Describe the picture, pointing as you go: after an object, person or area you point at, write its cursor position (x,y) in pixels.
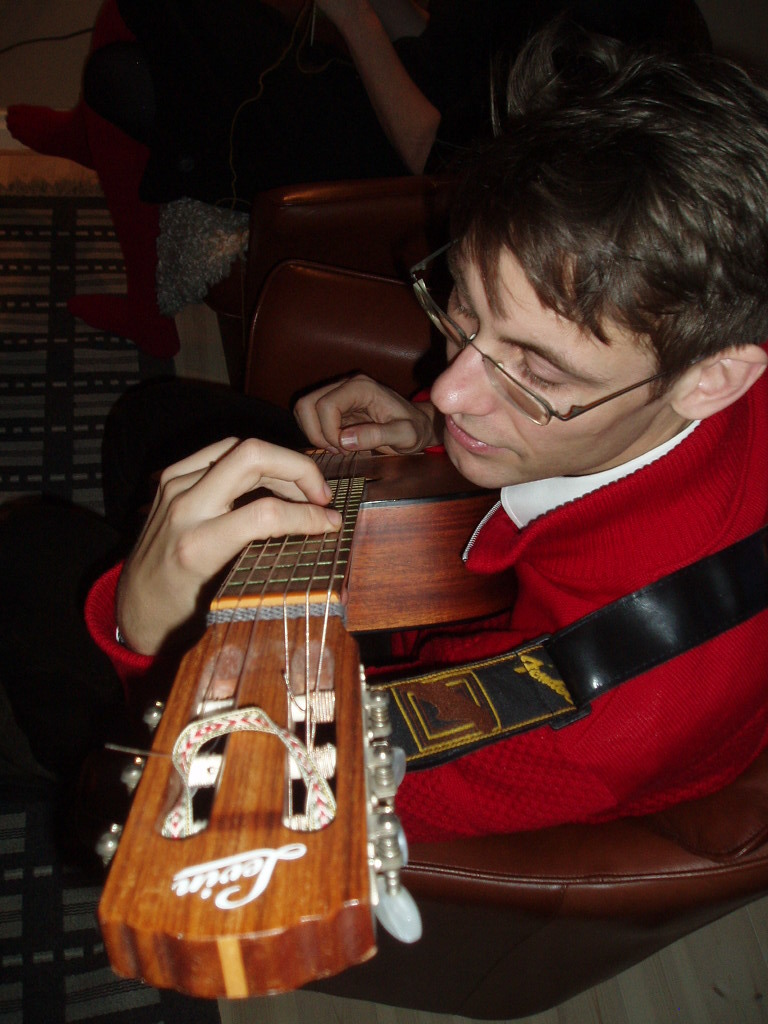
In the foreground of the image (384,472), there is one person (665,571) sitting and playing guitar (240,770) on sofa (518,852). It looks as if the picture is taken inside a room (249,154).
